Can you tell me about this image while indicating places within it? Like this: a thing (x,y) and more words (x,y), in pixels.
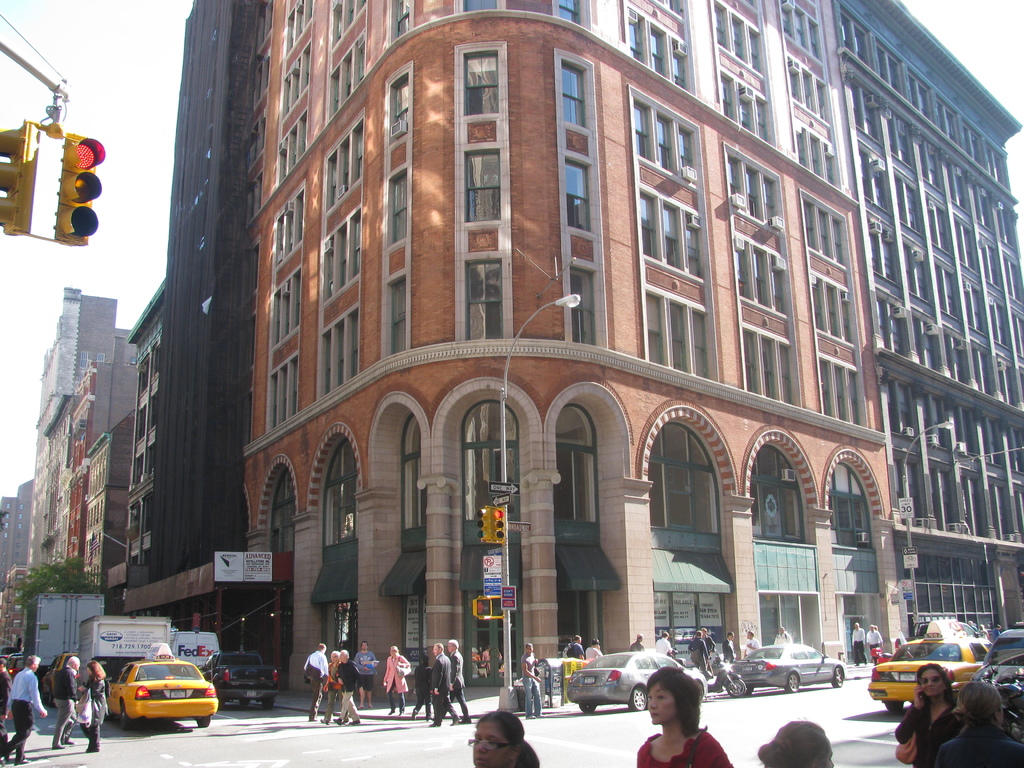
At the bottom of the image (842,716) there is a road (863,683) and we can see cars (184,689) on the road (144,722). There are many people (343,703) walking and standing. In the background (397,434) there are buildings (321,398). In the center (506,510) we can see a pole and a traffic light (483,535). On the left (57,577) there is a tree (73,581). At the top (115,121) there is sky (165,80).
